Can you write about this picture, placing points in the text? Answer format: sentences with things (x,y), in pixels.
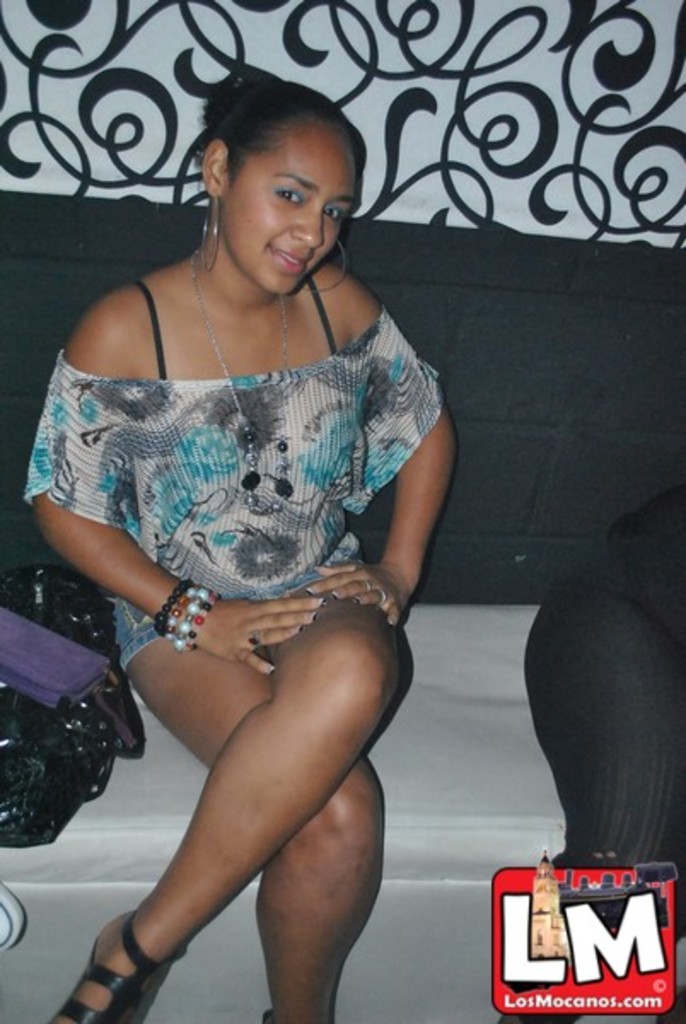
In this picture there is a woman (267,774) sitting on a sofa (225,918), beside her we can see a bag (103,691). In the background of the image (567,282) we can see wall (597,100). On the right side of the image (579,778) we can see a person (586,831) and logo (570,987).
